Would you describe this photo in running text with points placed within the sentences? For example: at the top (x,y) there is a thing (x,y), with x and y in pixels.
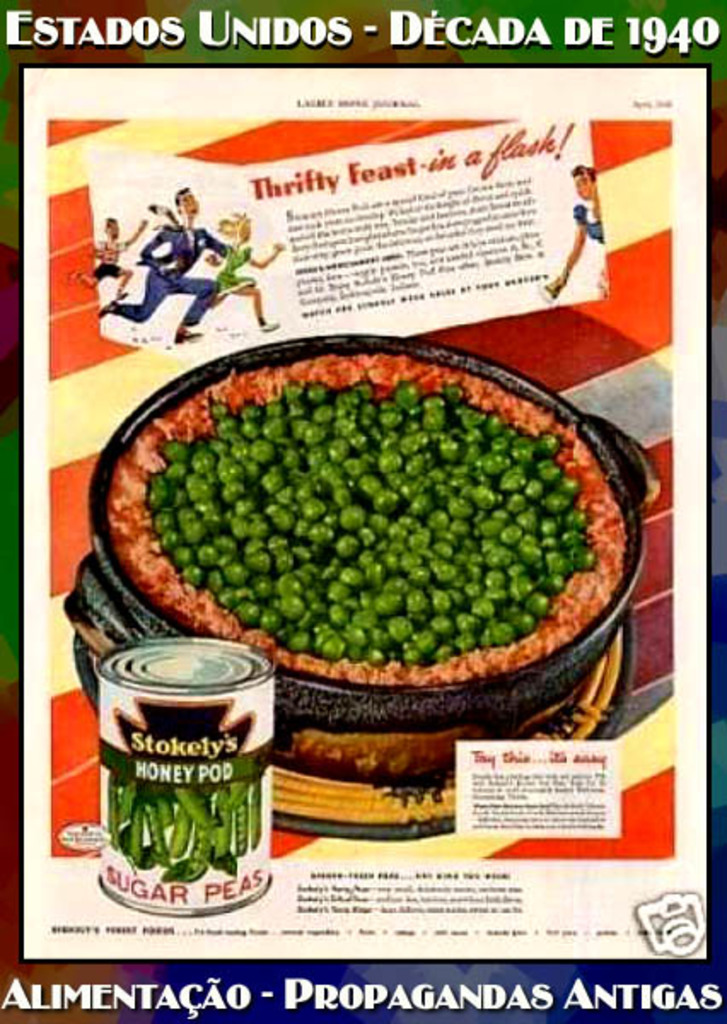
In this image I can see a poster (342,539) and on the poster (309,565) I can see a container (226,709) and a black colored bowl (503,694) in which I can see peas (418,489) which are green in color and a food item (313,367) which is red in color and I can see few persons (161,277).
